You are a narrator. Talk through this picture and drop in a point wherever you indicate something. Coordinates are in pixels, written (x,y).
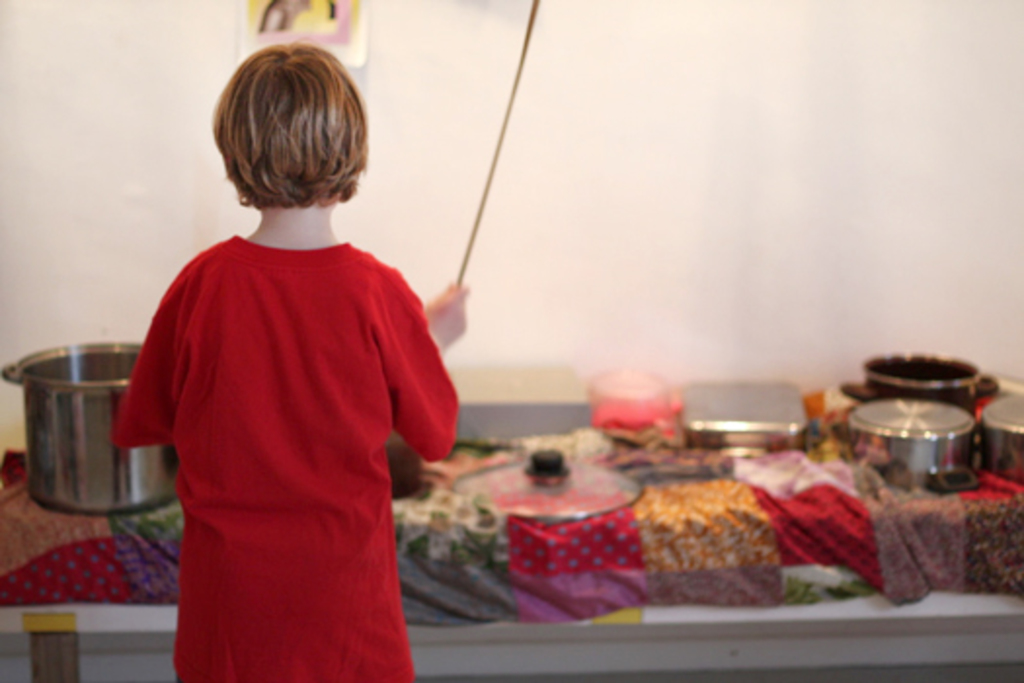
In this picture I can see a person (292,157) in front (240,276) who is wearing red color t-shirt (229,333) and holding a stick (505,113). In the background (12,617) I can see a table (65,625) on which there is colorful cloth (714,594) and on the cloth (781,516) I can see number of utensils (782,441) and I can see the wall (889,32).
